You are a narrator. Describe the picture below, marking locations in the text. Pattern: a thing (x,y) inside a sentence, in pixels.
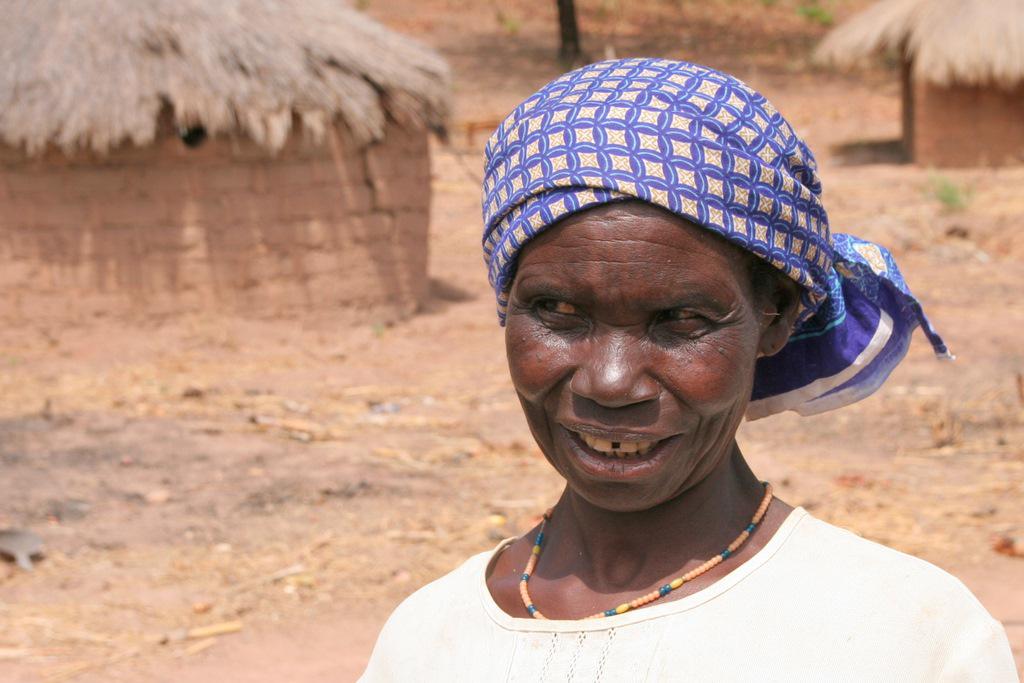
In this image there are huts (408,103) towards left side (63,317) and right side (965,8). There is a women (868,279) standing in the foreground (445,677) with a white color shirt (427,673) and blue color stole (844,346) with a neck piece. There are small plants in the background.
